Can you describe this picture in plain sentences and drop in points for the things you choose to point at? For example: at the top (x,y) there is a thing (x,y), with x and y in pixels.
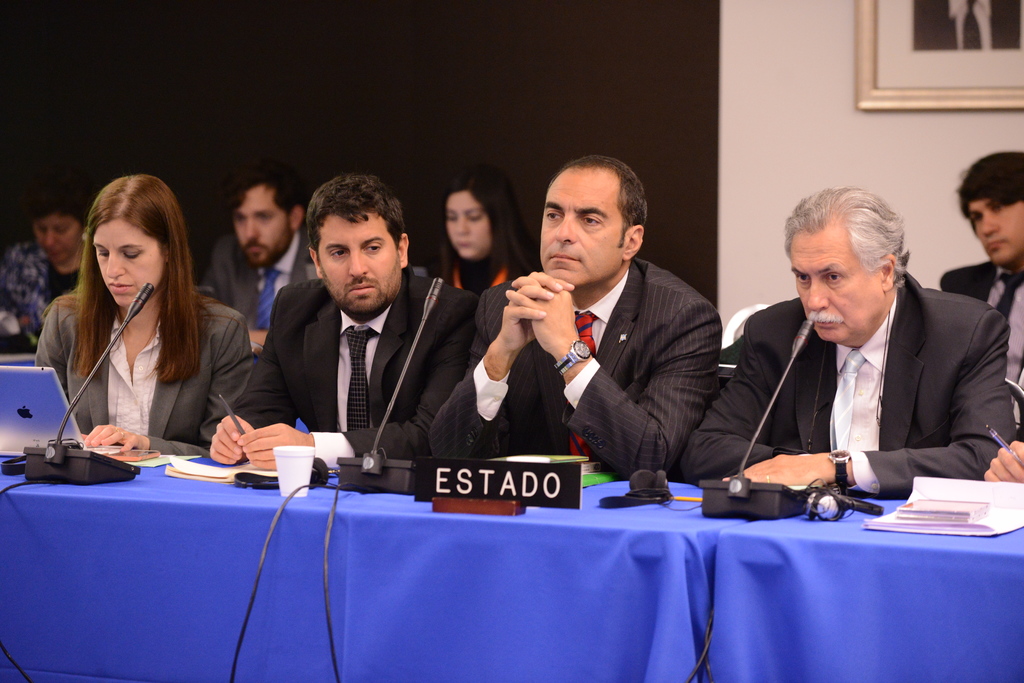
In this picture we can see few persons (761,378) are sitting on the chairs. There is a table (586,627). On the table (586,584) we can see a cloth (597,551), board (541,497), mikes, cup (307,450), books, papers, and a laptop (31,370). In the background (569,129) we can see wall (636,80) and a frame (1011,85).
